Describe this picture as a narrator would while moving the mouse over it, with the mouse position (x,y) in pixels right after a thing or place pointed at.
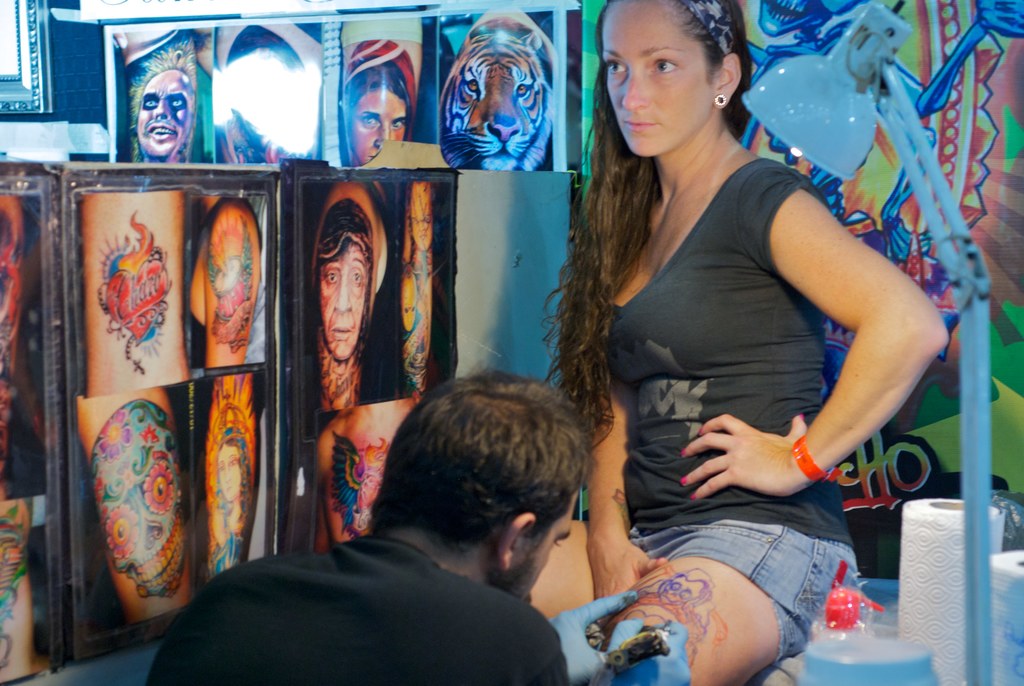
In this image there is a woman (708,363) sitting, there is a man (480,511) towards the bottom of the image (470,475), there are objects (925,591) towards the bottom of the image (939,599), there is a lamp (896,104), there is a wall (896,508), there are photo frames (264,355) on the wall (351,237), there is a painting (872,156) on the wall (874,206).
